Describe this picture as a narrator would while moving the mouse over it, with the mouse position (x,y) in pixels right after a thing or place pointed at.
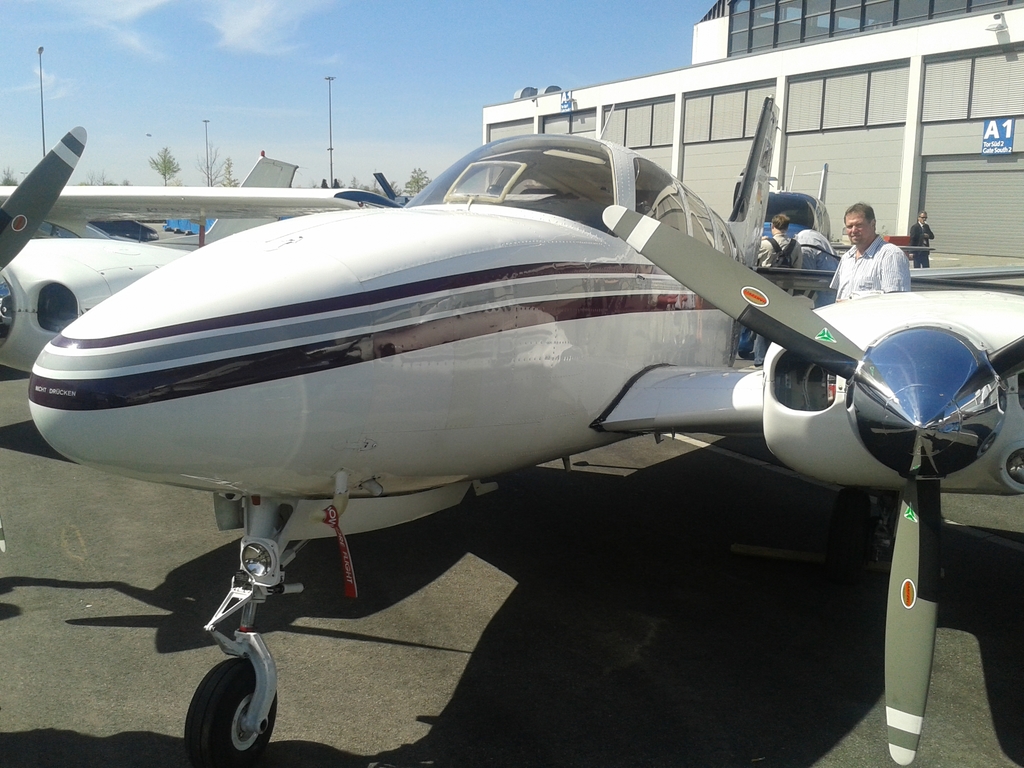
In this picture we have small airplanes (357,365) on the ground (99,681) and there are people (899,266) looking at them. The sky (410,98) is blue.
